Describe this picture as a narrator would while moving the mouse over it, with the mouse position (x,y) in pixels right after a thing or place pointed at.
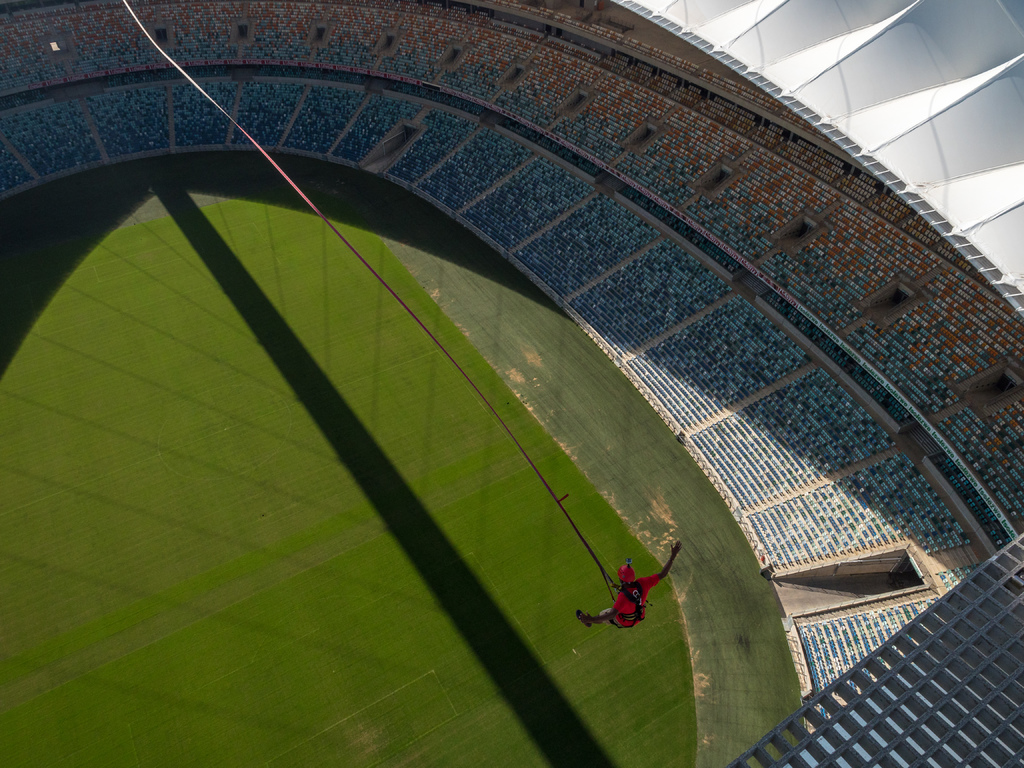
This picture is taken from the top angle of a stadium (661,416). In the center (513,440) there is a person (664,573) hanging with the help of a rope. He is wearing a red jacket (625,609) and red helmet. Below the person (638,598) there is grass (328,431) and seats (570,141) which are unoccupied.
